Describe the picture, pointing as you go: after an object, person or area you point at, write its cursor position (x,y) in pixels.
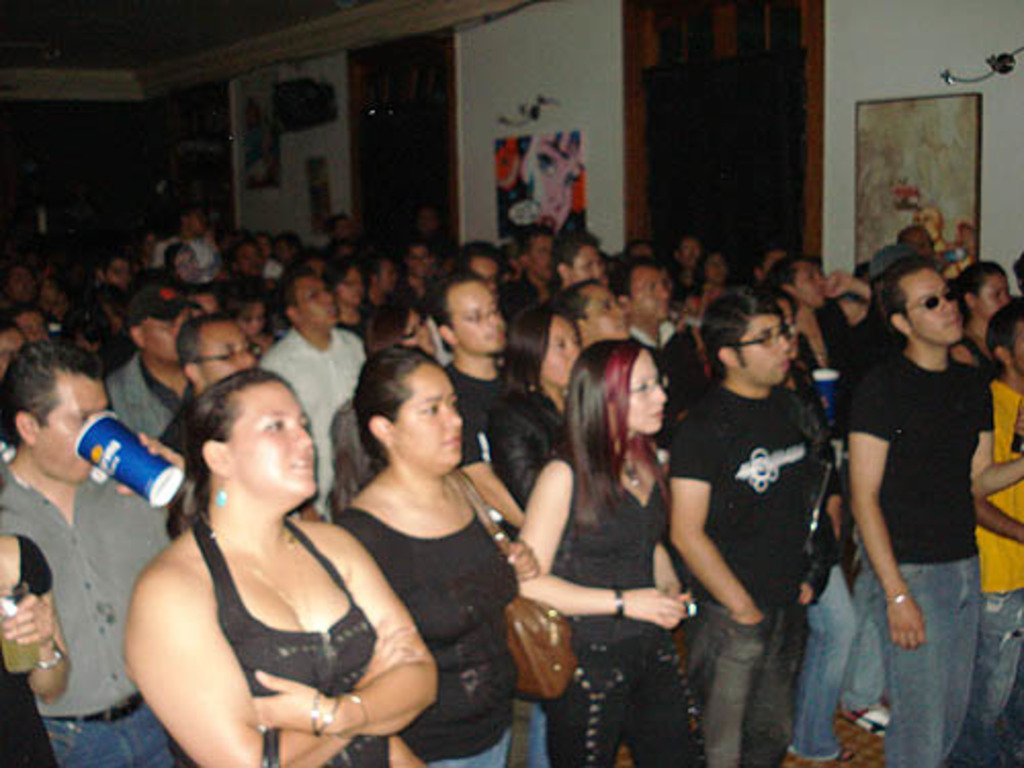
In this image there are a group of people (565,360) standing and some of them are wearing bags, and some of them are holding glasses (142,469) and drinking. And in the background (280,151) there are some photo frames (864,151) on the wall (845,151), and there are windows (762,116) and wall (831,90) and some objects (950,77). At the top (133,41) there is ceiling (253,58), and at the bottom (870,756) there is floor (878,744).
